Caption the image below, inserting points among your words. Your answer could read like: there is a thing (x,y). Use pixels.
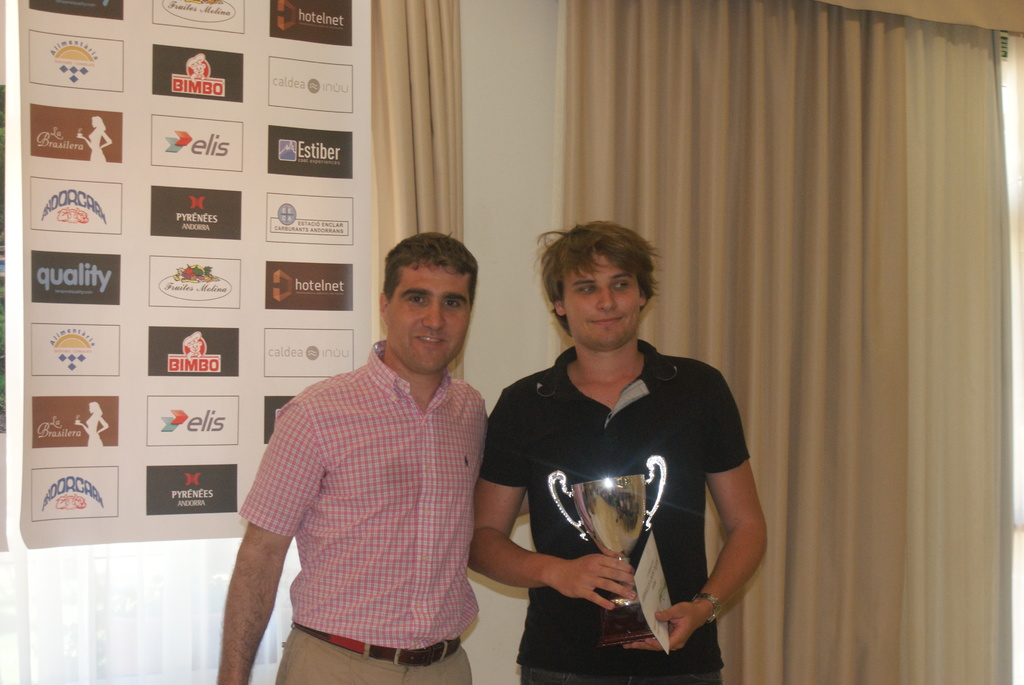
In this picture I can see couple of men (452,434) standing and I can see a man (597,468) standing and holding a memento (626,561) and a certificate (651,581) in his hands (597,576) and I can see a banner (120,113) with some text (77,147) and few logos (161,226). I can see curtains (782,206) in the back (749,266).
